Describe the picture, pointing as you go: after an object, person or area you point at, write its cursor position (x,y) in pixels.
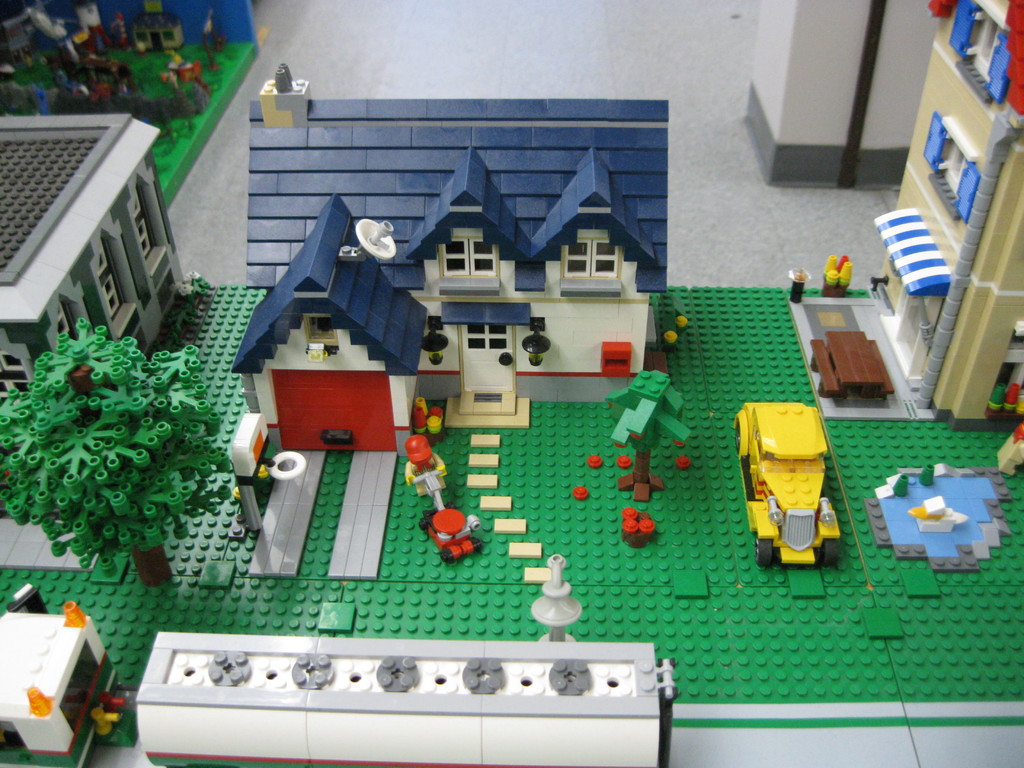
In this picture we can see buildings (385,305) with windows (449,258), trees (80,428), vehicles (772,443) and some objects (968,506) and these all are made of building blocks (105,75).
